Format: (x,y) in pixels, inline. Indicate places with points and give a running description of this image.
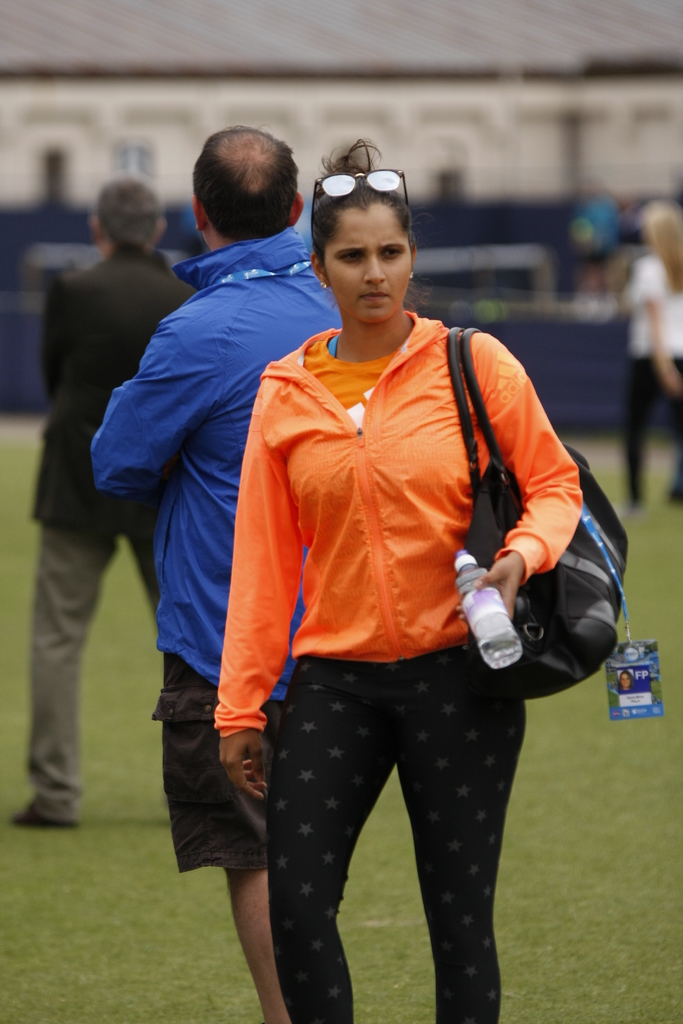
In this image I see a woman (404,497) and a man (220,423) and I see that this woman (321,476) is wearing orange color jacket (415,441) and I see she is carrying a bag (556,591) and holding a bottle (477,621) in her hand (498,573) and this man (207,534) is wearing blue color jacket (189,481) and shorts (204,771). In the background (24,695) I see the green grass (20,519) and I see few more people (671,257) and I see that it is blurred in the background (609,248).
